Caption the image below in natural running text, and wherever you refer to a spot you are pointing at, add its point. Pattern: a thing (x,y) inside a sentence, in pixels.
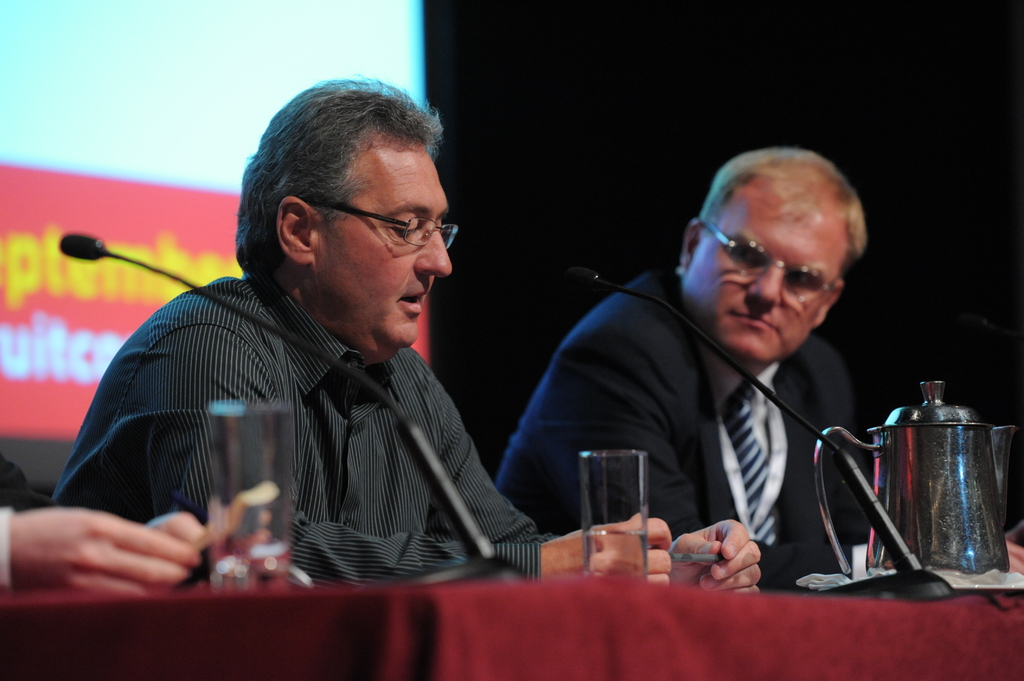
There are two people (411,487) sitting over here and this is a table (351,625), we have two glasses (615,511) on the table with water (613,534) and this is a jug (915,467). There is a microphone (646,300) on the table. In the background (215,88) we can see a screen (130,79).
